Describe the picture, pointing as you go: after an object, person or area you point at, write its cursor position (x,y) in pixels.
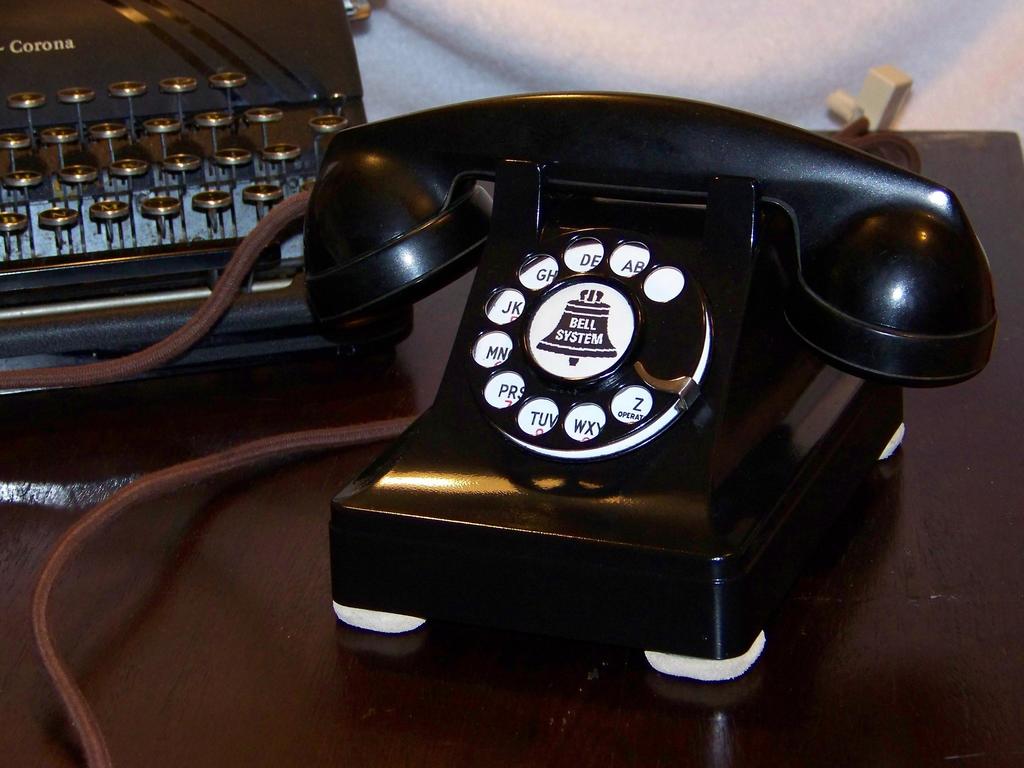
In this image we can see telephone (817,400) placed on the table (422,653) with a brown wire (282,222) attached to it. In the background (583,51), we can see a typewriter (252,97) and a cloth (988,33).
